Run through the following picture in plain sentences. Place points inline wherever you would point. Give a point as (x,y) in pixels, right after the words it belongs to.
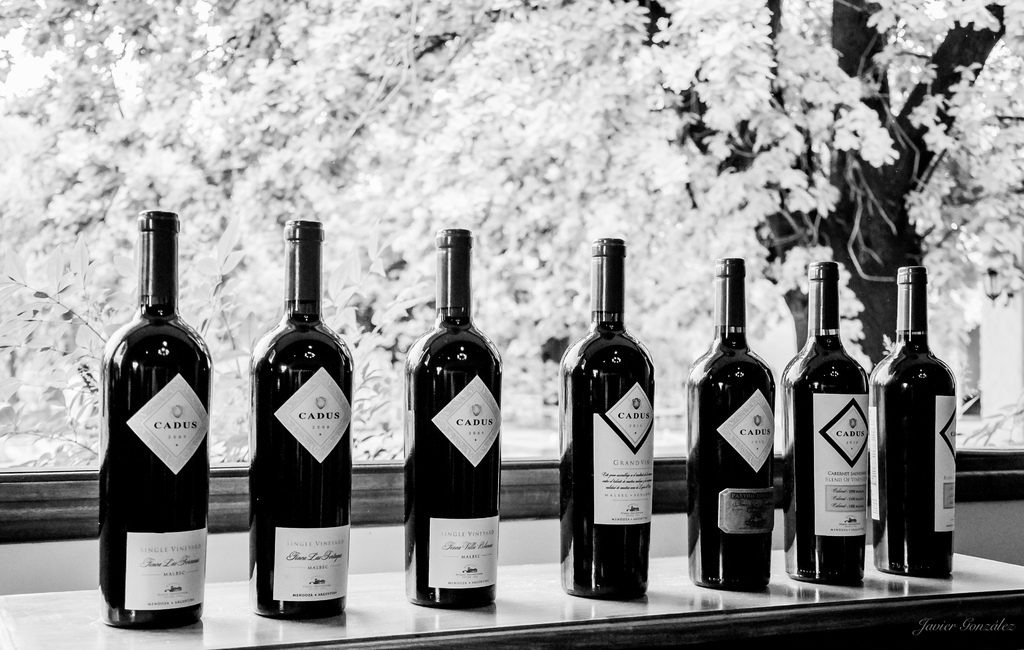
In this image we can see bottles (151,615) placed on the wooden table (57,642) and behind them the object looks like a window frame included with the tree (427,114).
